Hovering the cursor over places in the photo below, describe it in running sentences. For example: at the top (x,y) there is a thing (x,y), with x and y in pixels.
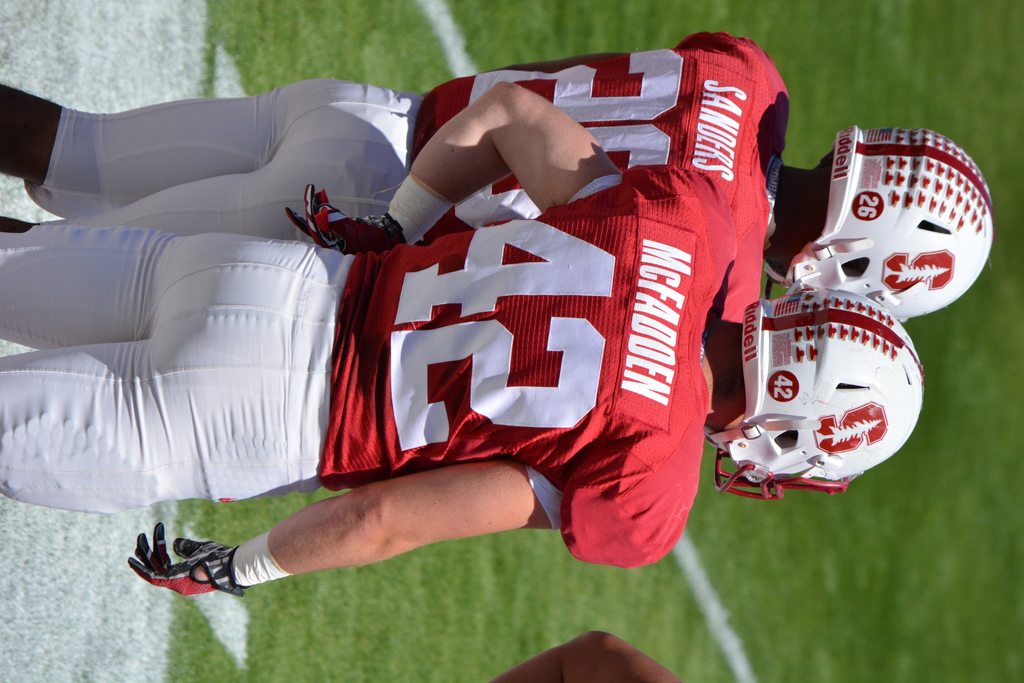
In this image I can see two persons (682,238) are wearing red and white dresses (667,300). They are wearing helmets (868,148). They are in the ground (19,615).
